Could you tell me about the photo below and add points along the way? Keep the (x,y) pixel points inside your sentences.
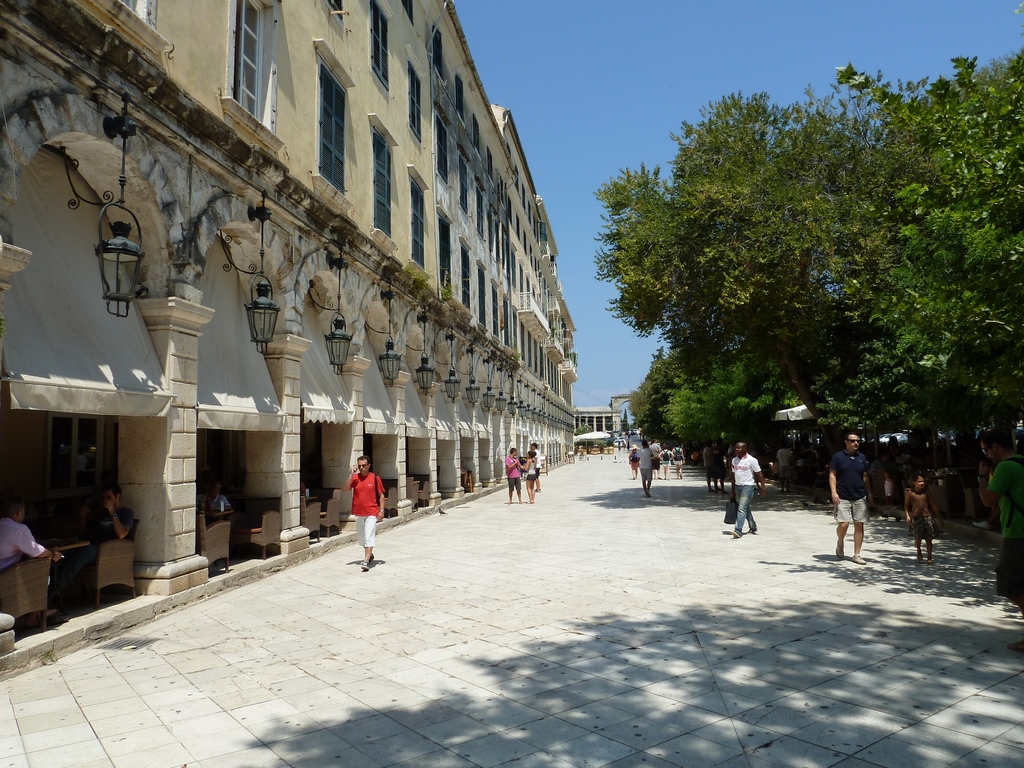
In this image, we can see some persons (834,491) beside the building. There are some trees (972,305) on the right side of the image (697,297). There is a sky (556,123) in the top right of the image (836,43).
